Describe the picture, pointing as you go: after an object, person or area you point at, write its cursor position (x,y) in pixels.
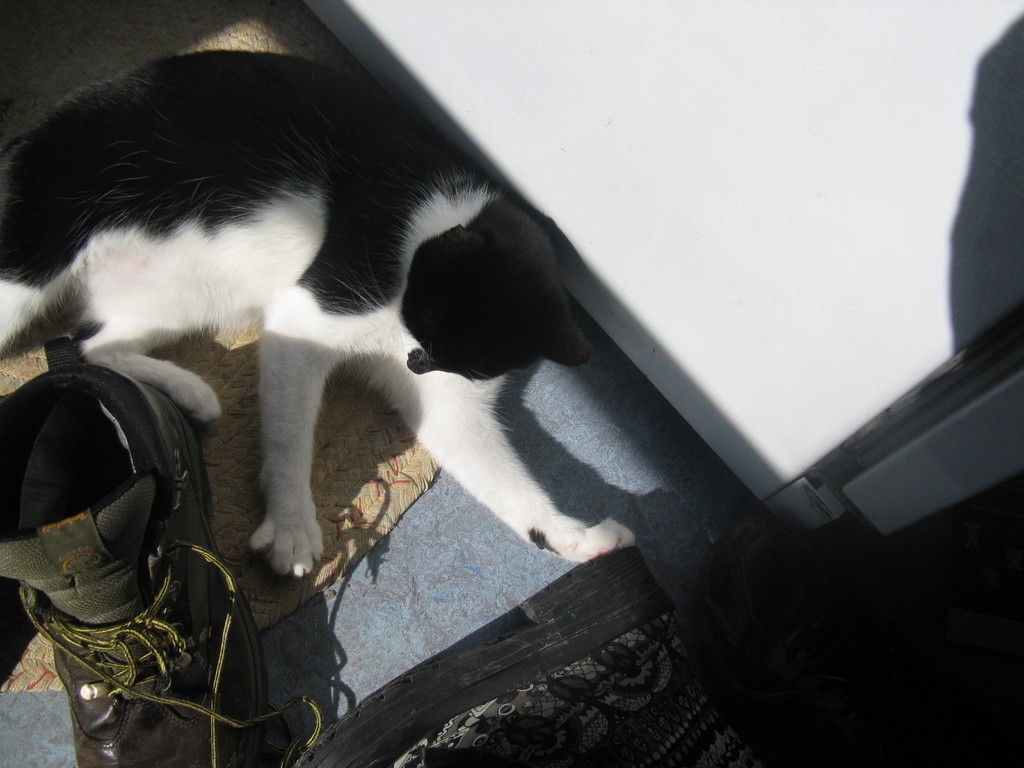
In this image I can see an animal (177,226) which is in black and white color. To the side I can see the shoe (136,600) and also I can see the white and black color objects (638,555).
